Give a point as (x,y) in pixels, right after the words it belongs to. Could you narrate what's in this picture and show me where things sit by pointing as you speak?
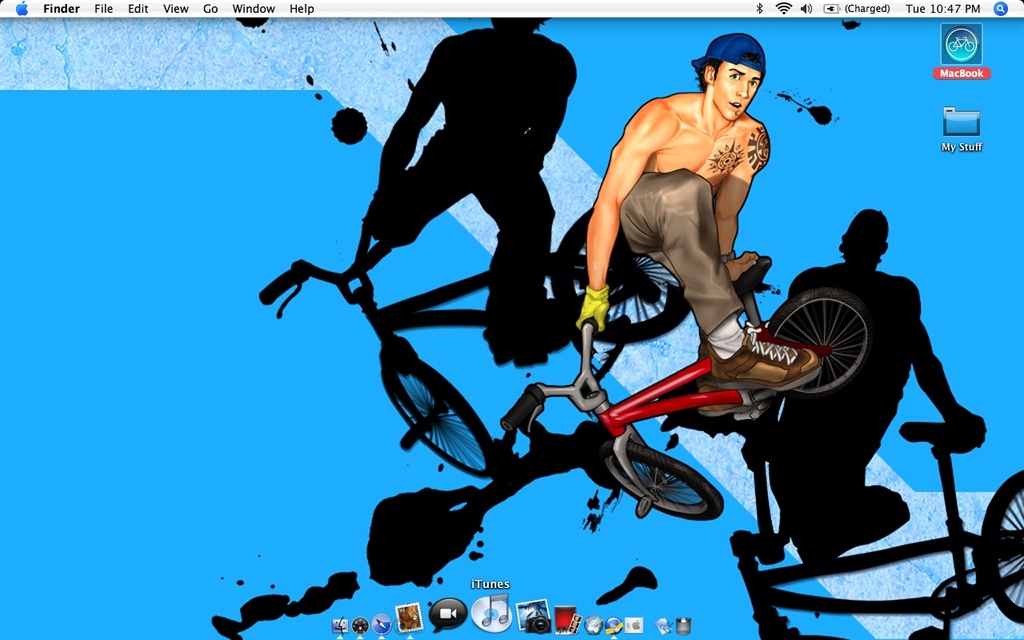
This is a picture of screenshot. We can see icons (974,115) here. Background (64,170) is blue in color. We can see one man (630,234) holding a bicycle (743,291) and trying to jump. Here we can see different option (105,7) at the top of the screenshot.
